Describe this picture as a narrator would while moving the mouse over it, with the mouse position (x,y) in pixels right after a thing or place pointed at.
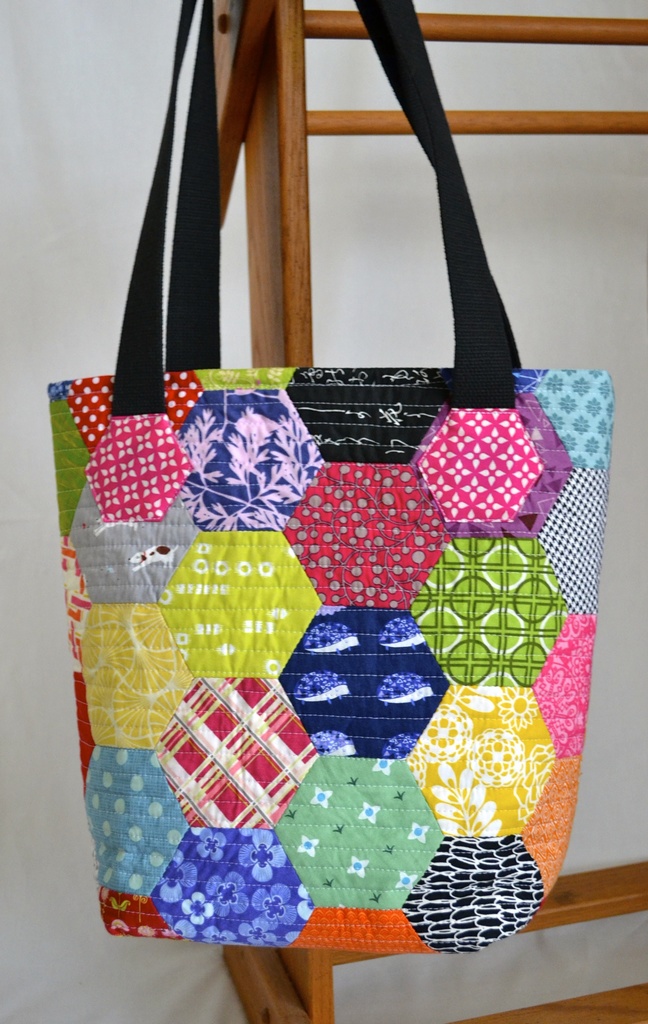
Here we can see a hand purse (185,458) with different colors on it.
